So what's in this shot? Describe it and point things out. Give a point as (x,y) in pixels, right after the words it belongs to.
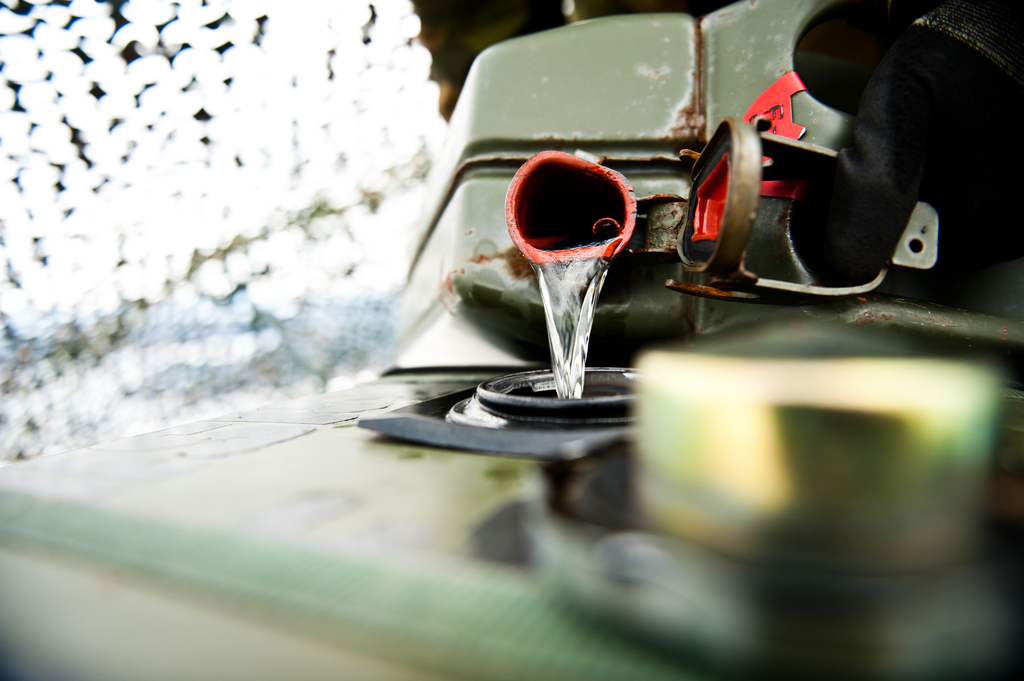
In this image there is one person's hand (885,121) on top right corner of this image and holding a container (550,247) with some water (591,294) and there is one another container (334,421) is at bottom of this image (547,593).
